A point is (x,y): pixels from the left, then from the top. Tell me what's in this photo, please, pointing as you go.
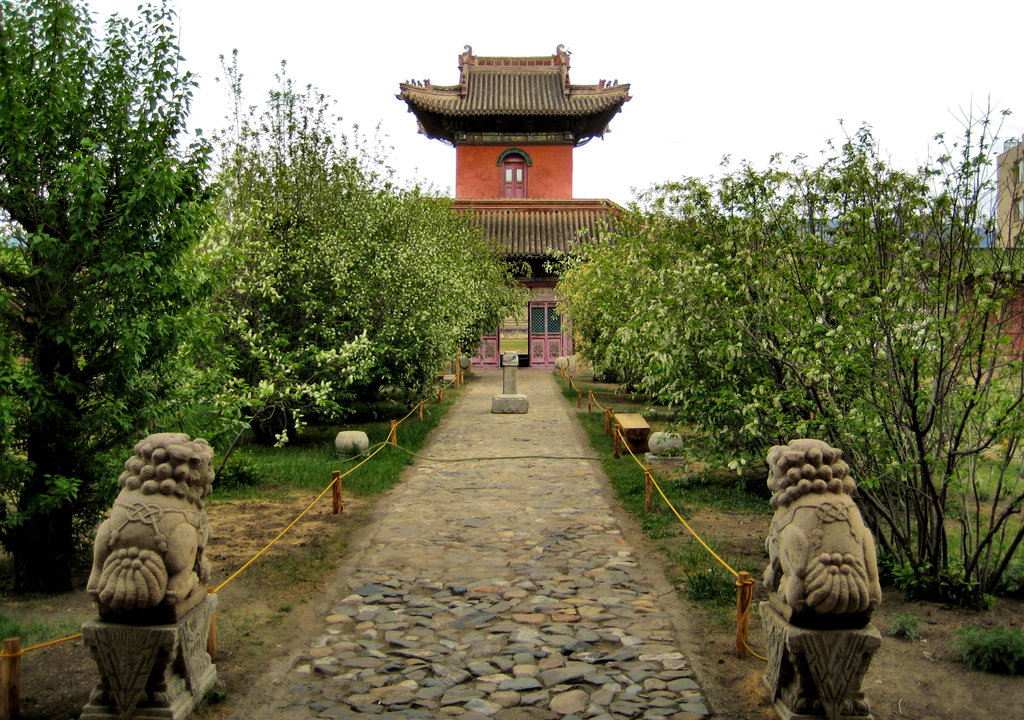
In the image there is a building (507,209) and in front of that there are a lot of trees (657,327) and there is a path (512,437) in between those trees (659,262) and there are two sculptures (829,557) on the left side (122,583) and right side of the path (530,645).
